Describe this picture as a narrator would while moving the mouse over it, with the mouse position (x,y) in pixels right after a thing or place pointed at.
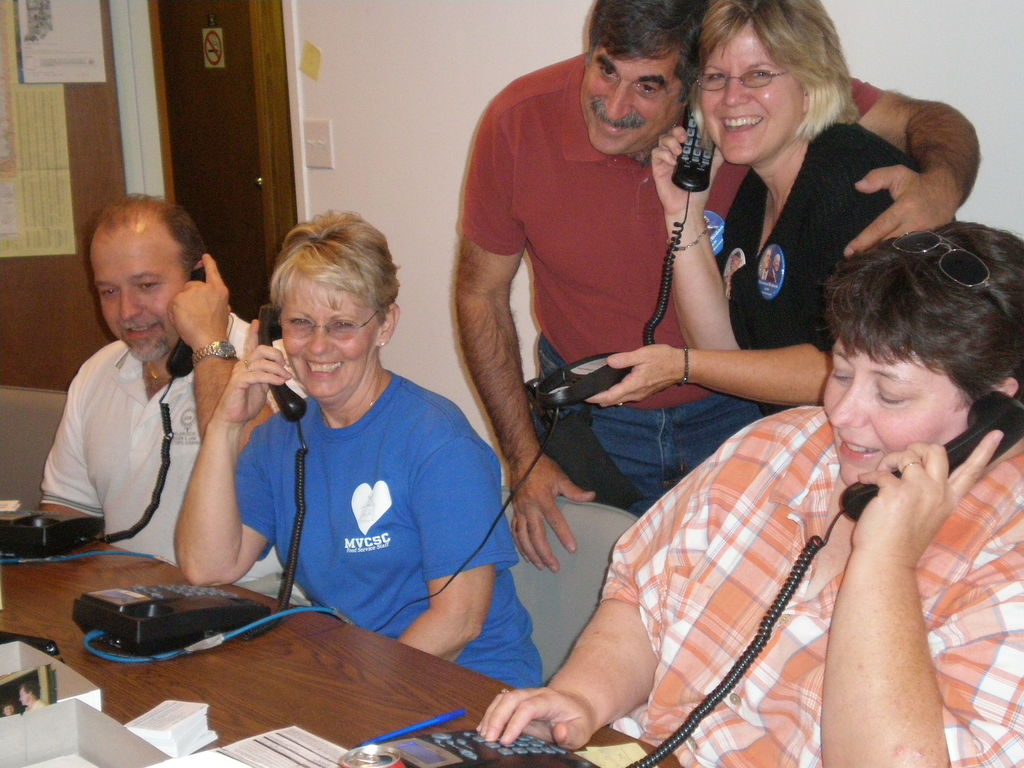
In this picture I can see three persons (387,434) sitting on the chairs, there are landline telephones (554,747), paper (304,730), pen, cards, tin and an object (100,687) on the table (117,685), there are two persons (610,342) standing, a person (625,380) holding a landline telephone (648,338), there is a board (221,34) stick to the door (243,96), and there are papers (29,44) on the wall (407,227).
